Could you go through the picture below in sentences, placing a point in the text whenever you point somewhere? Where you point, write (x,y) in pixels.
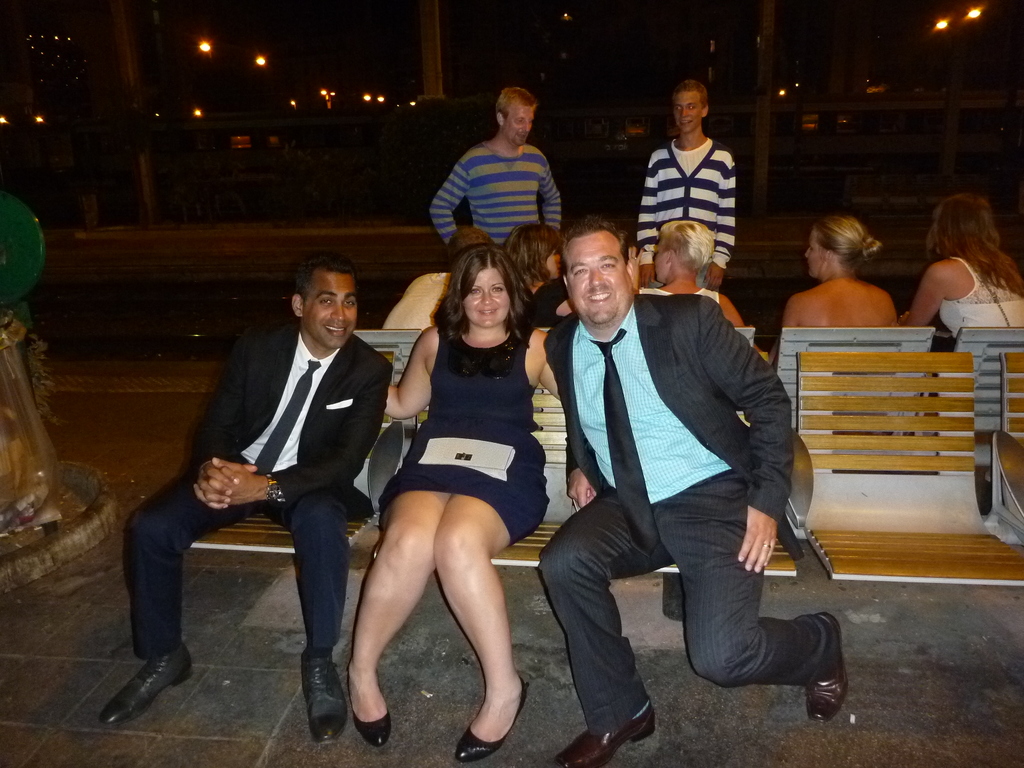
In this picture I can see group of people (366,431) sitting on the chairs (553,538), there are two persons (502,221) standing, there is road (228,277), plants (297,195) and lights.
